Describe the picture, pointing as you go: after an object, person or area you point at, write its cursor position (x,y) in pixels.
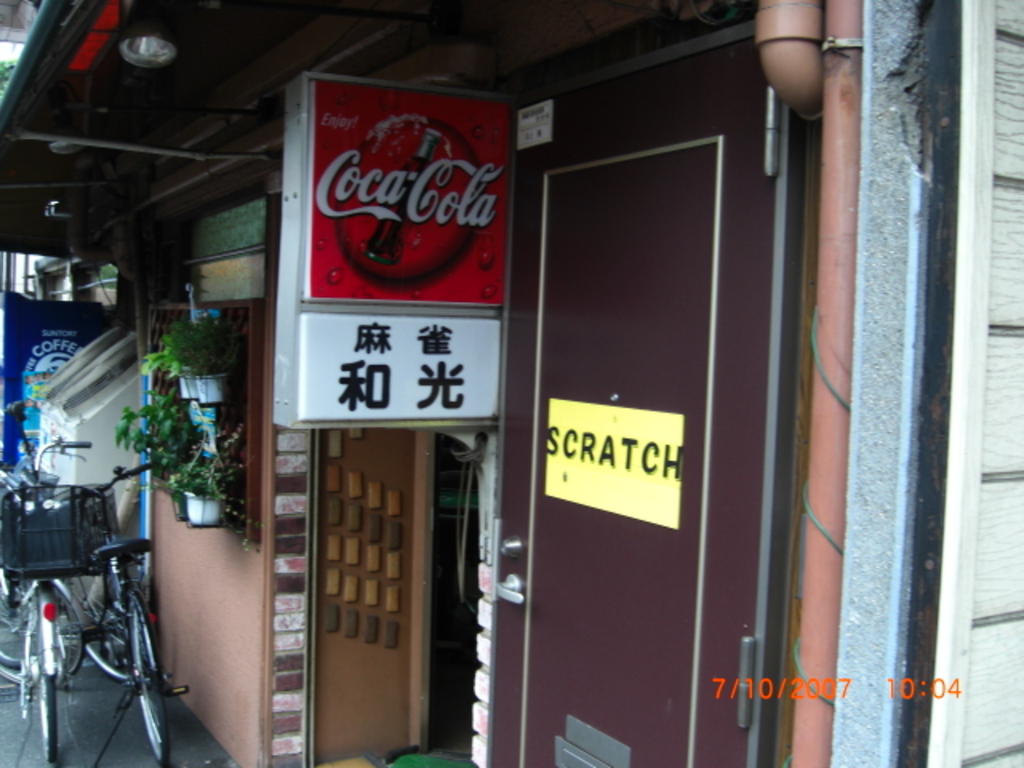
In this picture we can see plants (203,371) with pots (205,387), yellow board (673,471) on the door (534,394), hoardings (438,299), pipe (837,383). We can see bicycles (90,646).
